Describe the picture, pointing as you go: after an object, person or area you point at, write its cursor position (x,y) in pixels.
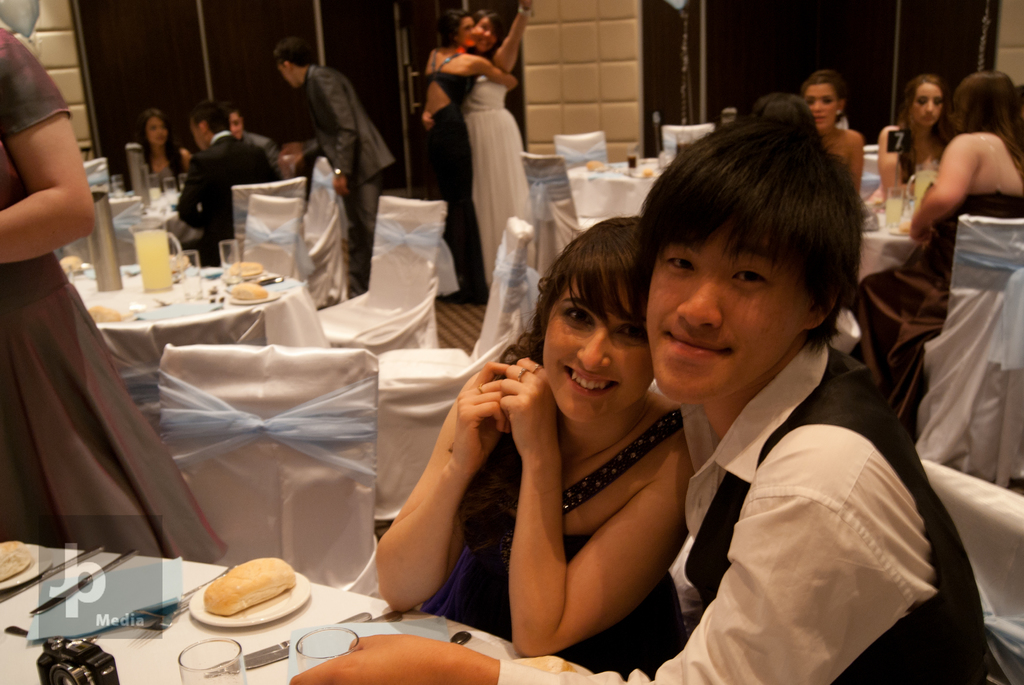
This is a room (693,14) many people (54,342) are sitting here on the chair (209,413). On the table (228,336) we can see jug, glass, food items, spoon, fork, knife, camera (60,669), etc.
